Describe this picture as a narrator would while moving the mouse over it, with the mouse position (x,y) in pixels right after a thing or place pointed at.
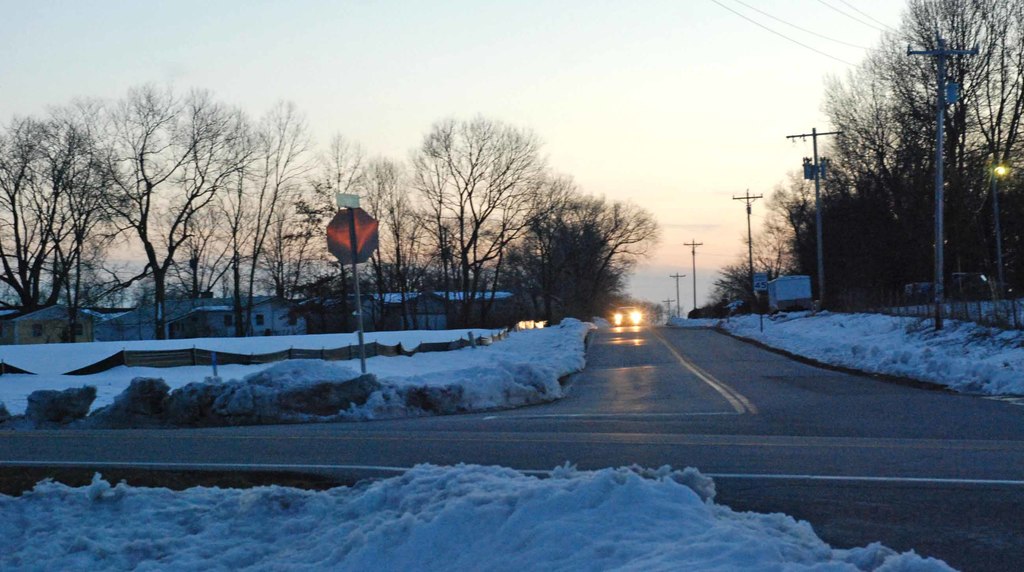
In this image we can see road (630,383). To the both sides of the road (661,373), the land (457,357) is covered with snow (936,348) and trees (874,271) are present. Right side of the image (756,21) electric poles (941,229) and wires (810,48) are there. Bottom of the image (375,535) snow (313,535) is there.
